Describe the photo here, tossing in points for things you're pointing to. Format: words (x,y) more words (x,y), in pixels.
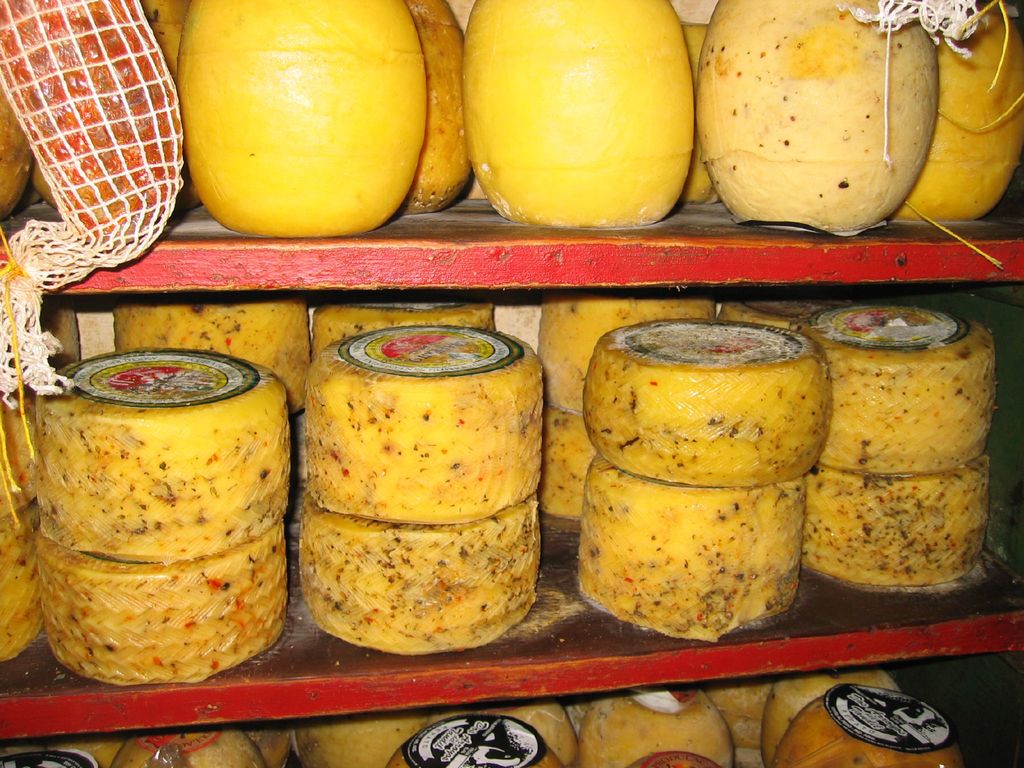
In this picture I can see cheese blocks (805,90) with stickers (246,389), in a shelf (27,668).
